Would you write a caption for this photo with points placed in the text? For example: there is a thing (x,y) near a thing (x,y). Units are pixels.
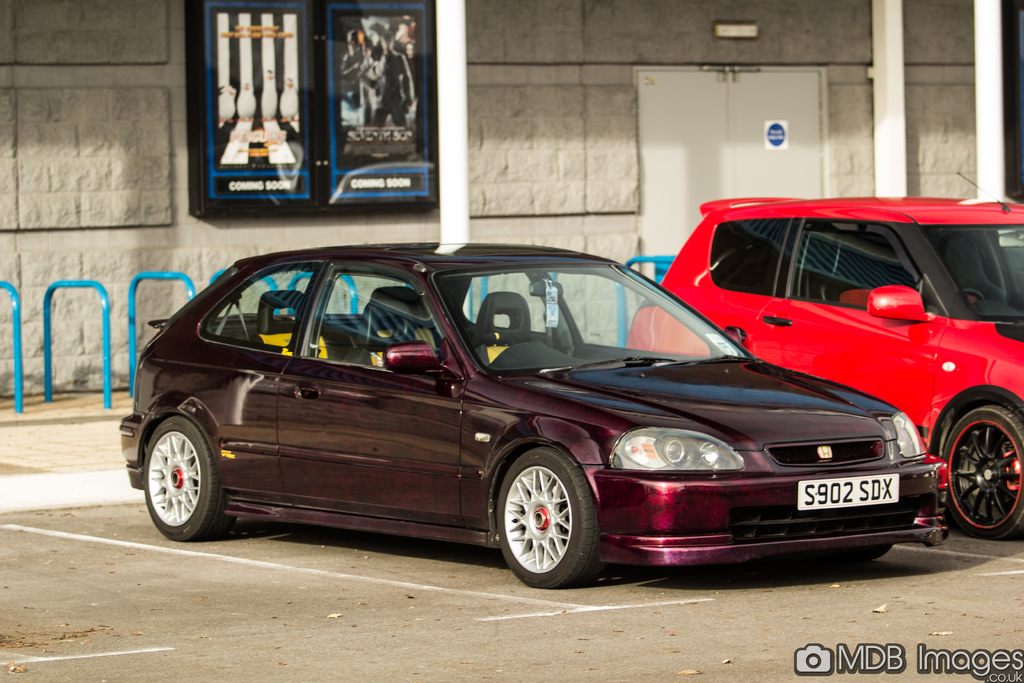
In this image we can see these two cars (441,532) are parked on the road (905,574). In the background (119,80), we can see the stone wall (52,123) and boards (195,129) fixed to the wall (202,226). Here we can see the door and pillars (885,118). Here we can see some edited text (1019,659).
